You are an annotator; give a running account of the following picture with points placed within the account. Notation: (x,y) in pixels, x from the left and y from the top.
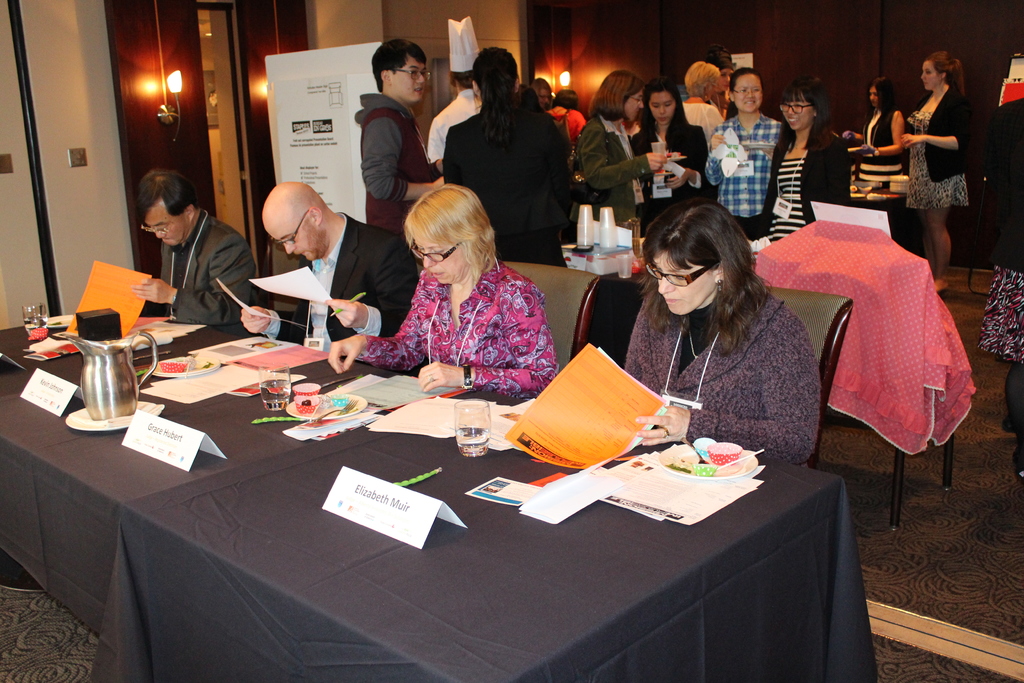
In the image we can see there are people (415,326) who are sitting on chair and on table (103,450) there are jug (109,387), name plate (195,458), glasses (268,386), papers (631,425), files (547,428) and in plate (682,474) there are food items (706,455) and behind other people (531,137) who are standing.
